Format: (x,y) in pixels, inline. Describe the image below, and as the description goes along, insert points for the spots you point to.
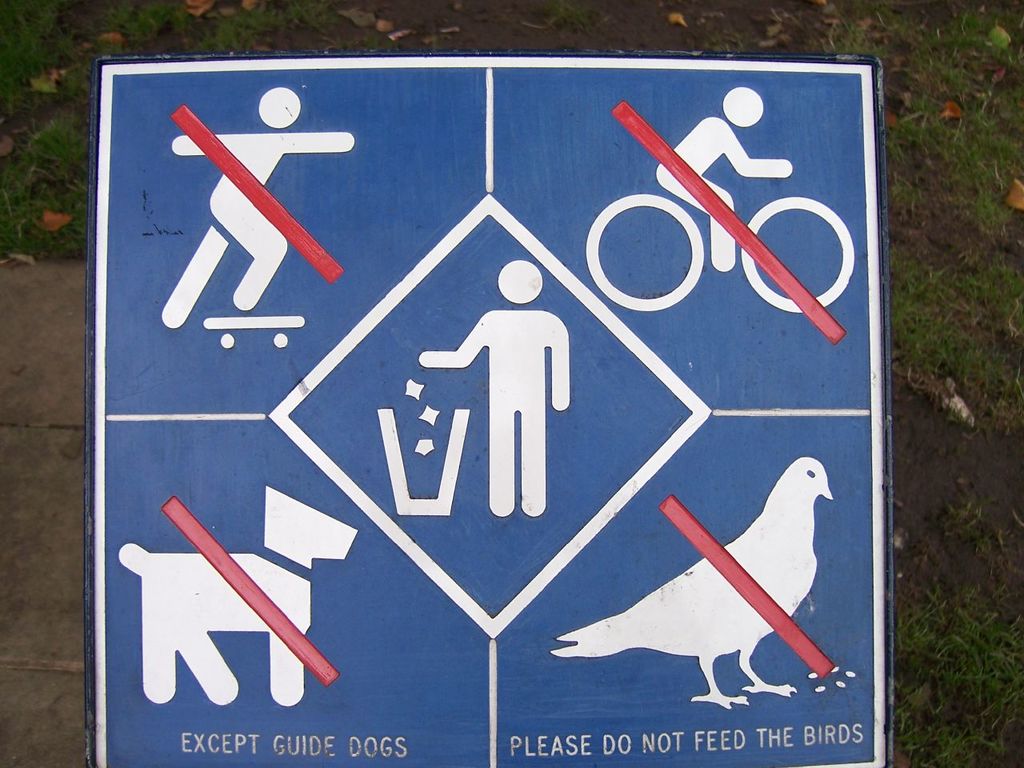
In this image in the front (490,401) there is a board (650,447) with some text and signs (336,144) on it and there is grass (907,332) on the ground (930,518).
